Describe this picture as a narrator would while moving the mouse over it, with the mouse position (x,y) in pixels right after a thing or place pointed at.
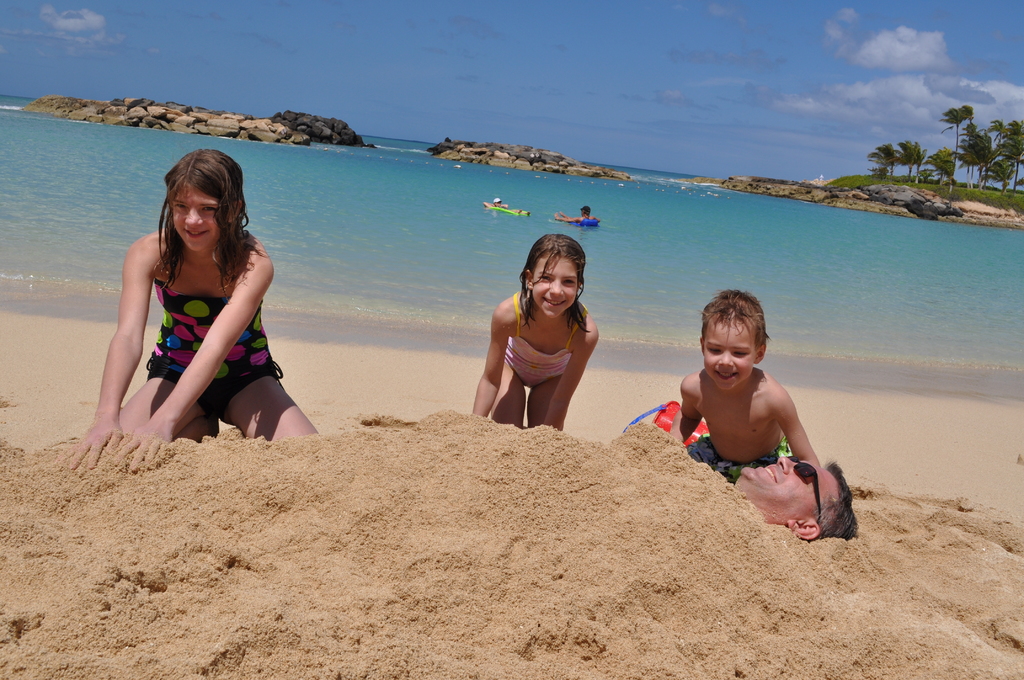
In this image I can see few people (174,304) and one person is lying inside the sand (618,541). Back I can see few rocks (592,177), trees (880,149), water (808,248) and few people (523,212) on the water surface (551,223). The sky (750,101) is in blue and white color.
